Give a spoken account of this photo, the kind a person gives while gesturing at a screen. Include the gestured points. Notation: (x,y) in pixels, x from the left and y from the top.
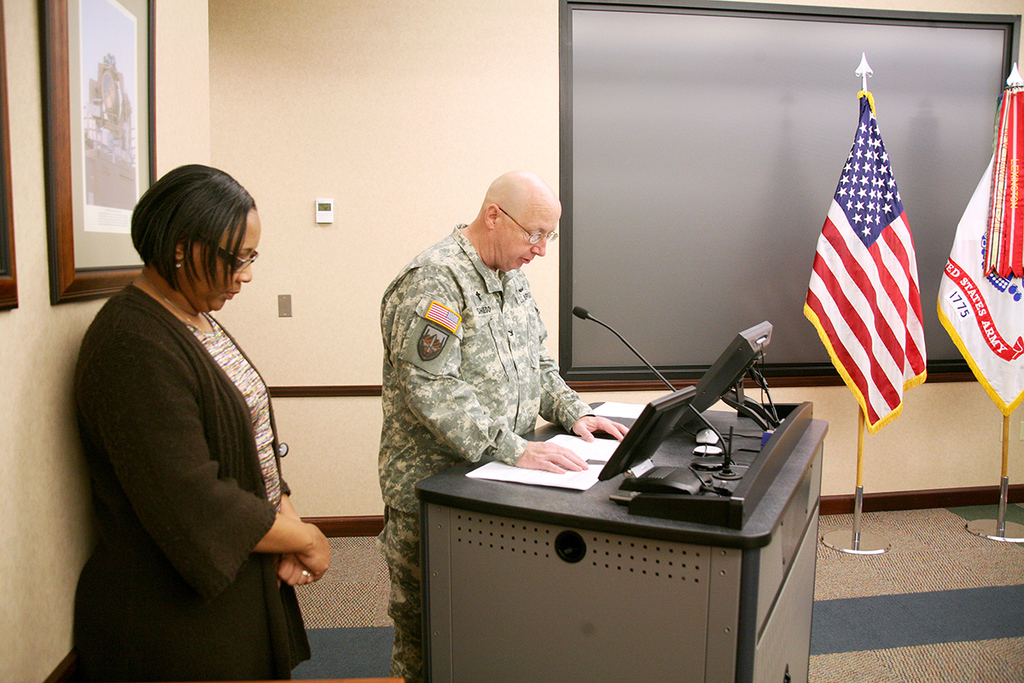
In this image, we can see two persons (496,391) standing and wearing clothes (389,433). There is a podium (615,493) at the bottom of the image (542,612) contains monitors (646,452) and mic (587,317). There are flags (987,298) on the right side of the image (1008,332). There is a photo frame (122,144) in the top left of the image (137,97). There is a screen (777,104) in the middle of the image (657,340).
